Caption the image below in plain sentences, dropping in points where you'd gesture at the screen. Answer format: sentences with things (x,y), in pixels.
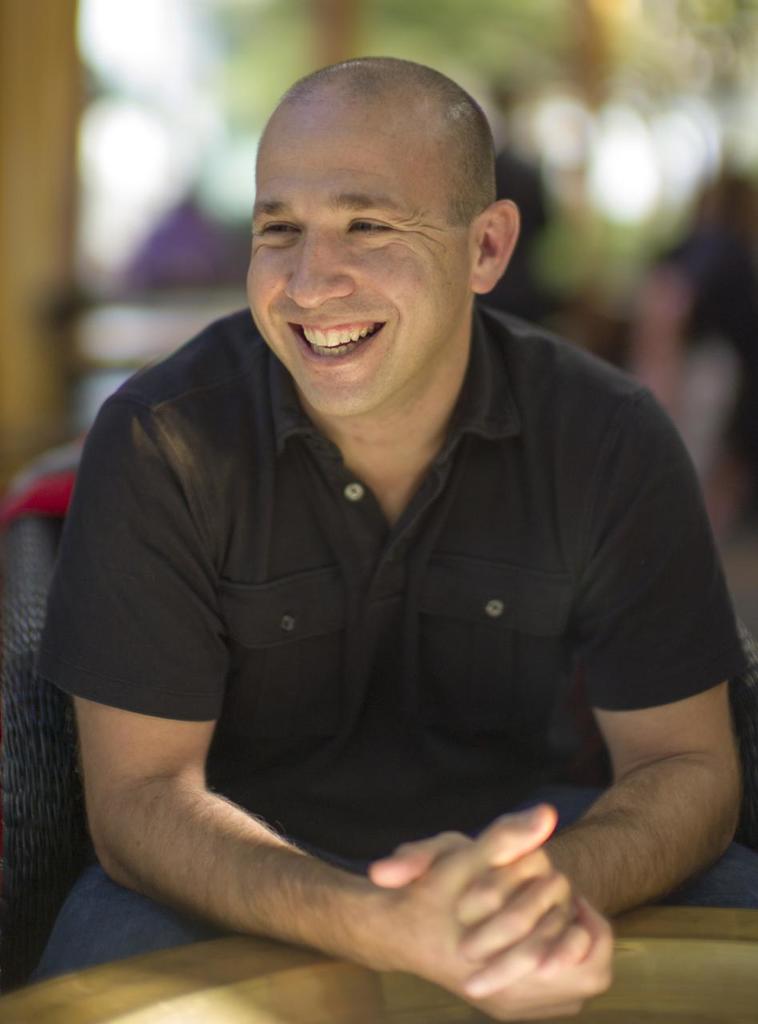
In this picture we can see a person (383,285) sitting on a chair (50,832) and smiling. There is a wooden object (718,971). Background is blurry.
